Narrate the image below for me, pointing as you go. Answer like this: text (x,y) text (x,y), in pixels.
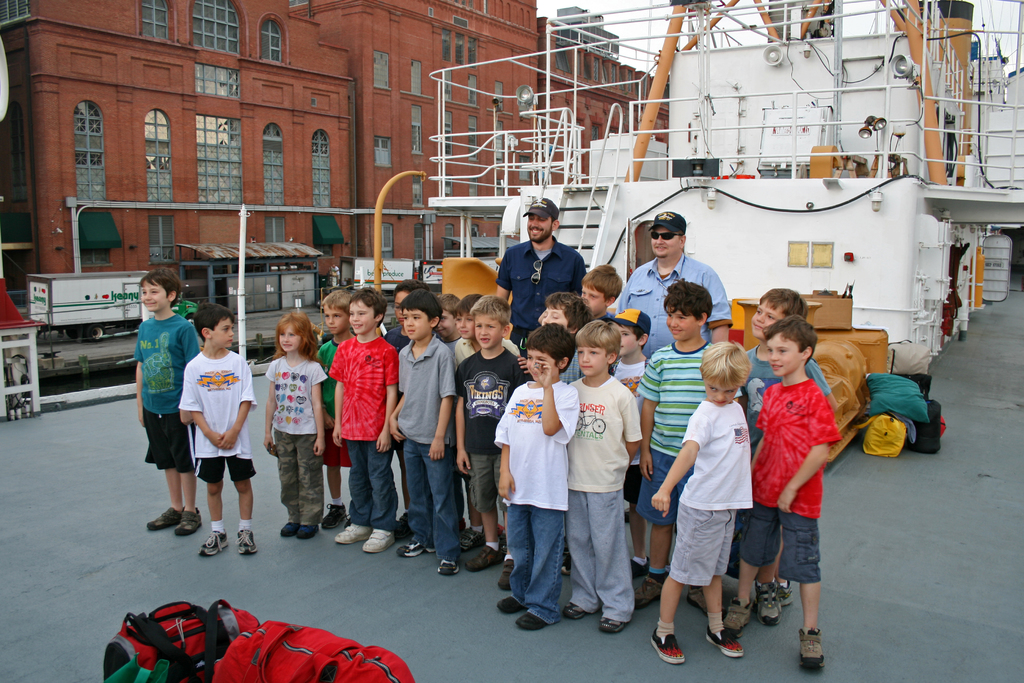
In this image we can see there are a few people (413,424) standing, in front of them there are two luggages (221,655), behind them there are few objects (847,385) on the surface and there is a metal structure (625,152). In the background (62,285) there are few vehicles (119,309) and a shed (260,289) on the road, behind that there are buildings (337,99).
